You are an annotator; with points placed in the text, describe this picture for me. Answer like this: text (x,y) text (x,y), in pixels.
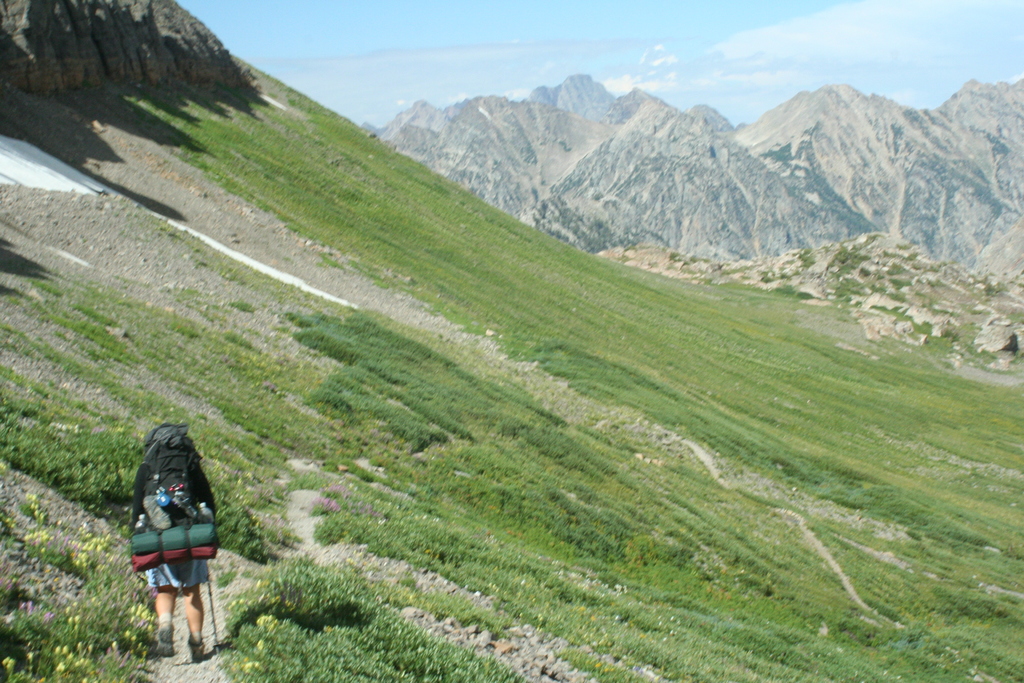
In this image I can see a person (165,579) is standing and carrying a bag (171,501) and other objects (187,556). In the background (548,280) I can see mountains (580,250), the grass (638,277) and the sky (541,49).
